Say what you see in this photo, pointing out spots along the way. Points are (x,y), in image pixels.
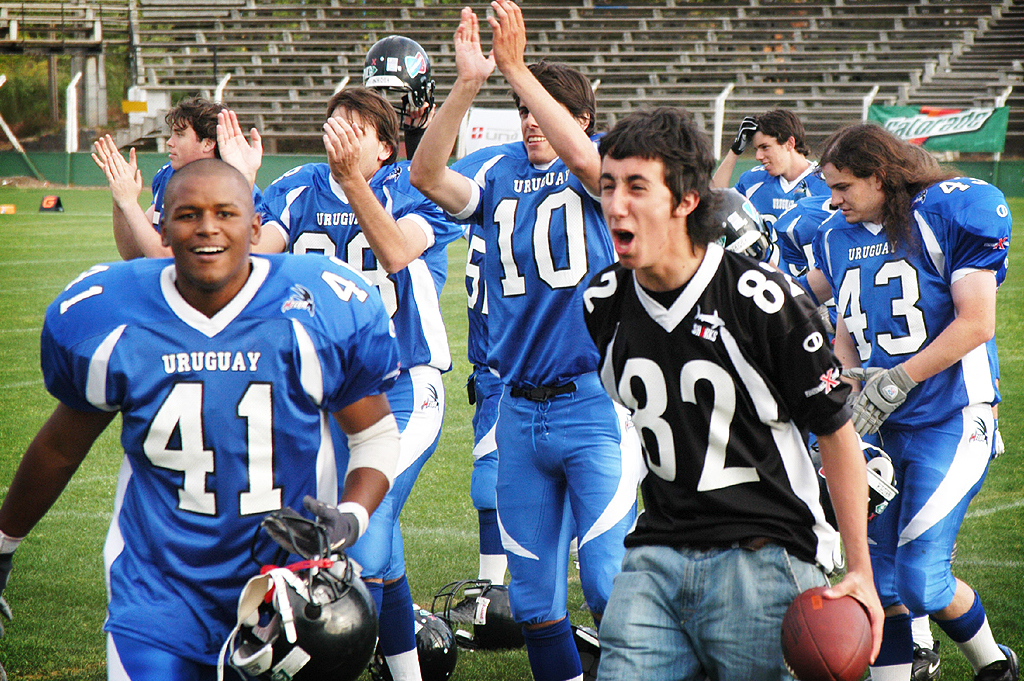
In this image we can see sportspeople (380,473). The man (625,397) standing on the right (838,619) is holding a ball (827,647). In the background (929,145) there are boards (487,139) and we can see benches (702,44).
